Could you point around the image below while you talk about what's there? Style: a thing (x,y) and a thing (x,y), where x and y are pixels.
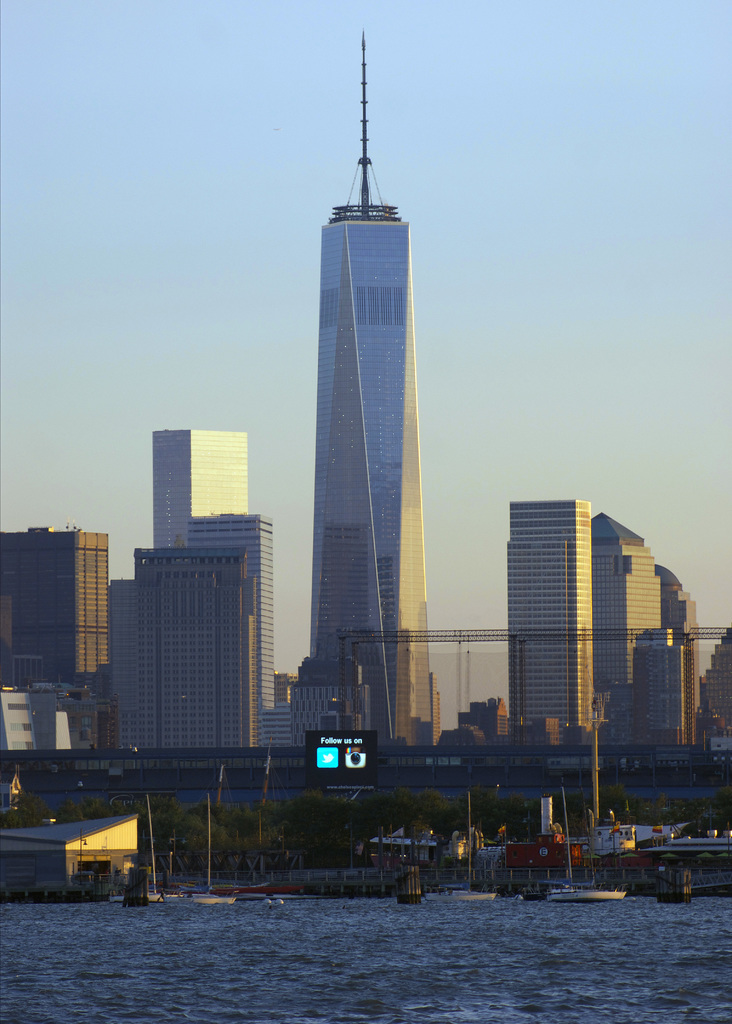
In this image there are boats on the water (644,964), trees (355,804), screen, skyscrapers (351,296), sky (456,382).
